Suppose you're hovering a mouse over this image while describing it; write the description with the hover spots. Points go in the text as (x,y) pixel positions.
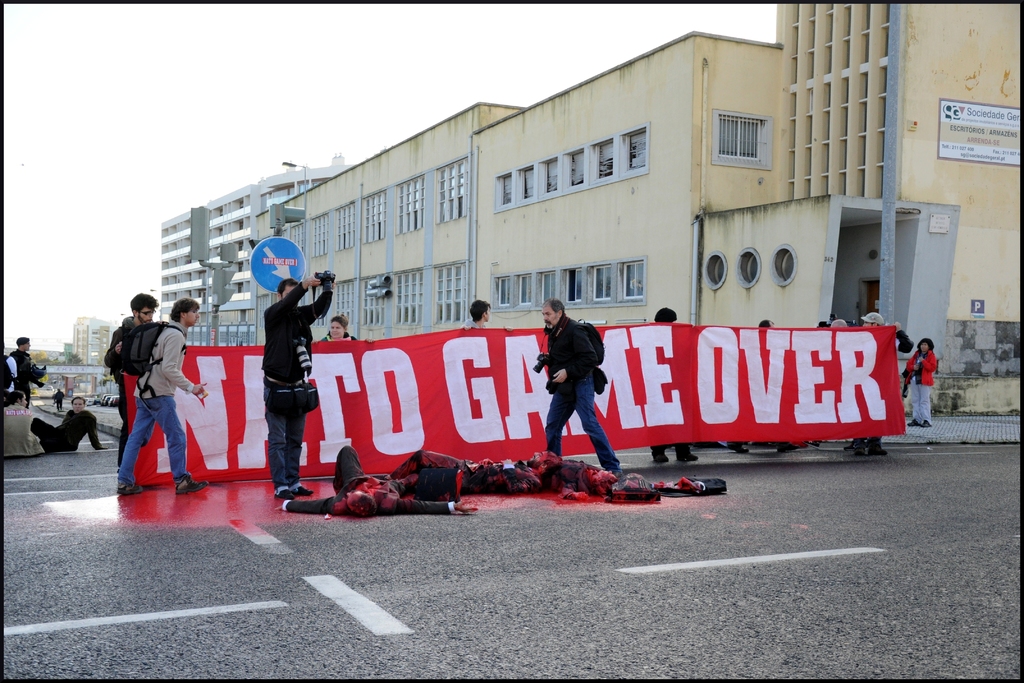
In this image we can see some people (42,434) and among them few people (447,502) are lying on the road (338,533) and there are two persons (276,456) holding cameras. There is a banner (528,406) with some text (327,398) and we can see a sign board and in the background (742,219), we can see some buildings (720,189) and at the top (73,85) we can see the sky (295,57).
